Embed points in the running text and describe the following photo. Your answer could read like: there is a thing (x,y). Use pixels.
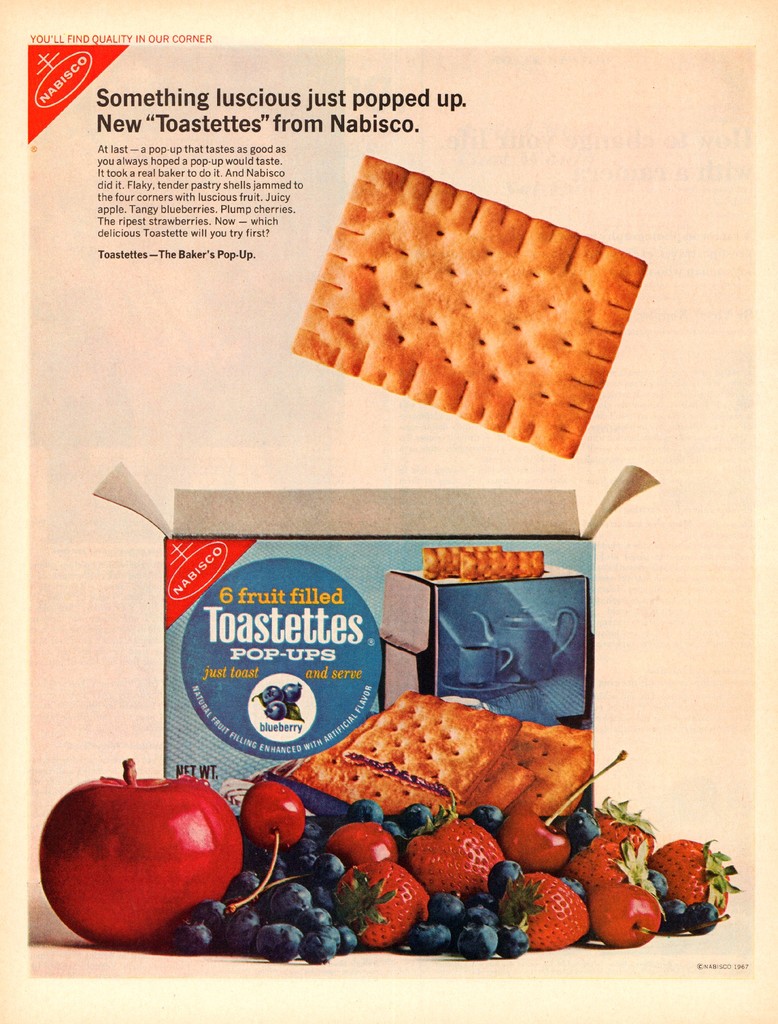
In this image there is a poster (298,812). In the top left (133,187) there is text (185,220) on the poster (204,210). At the bottom (292,839) there are pictures (167,825) of strawberries (482,882), cherries (526,855), blueberries (514,944), an apple (193,814), a box (310,588) and a biscuit (430,310). There are pictures (491,749) of biscuits (412,736) and text (311,660) on the box (311,660).
